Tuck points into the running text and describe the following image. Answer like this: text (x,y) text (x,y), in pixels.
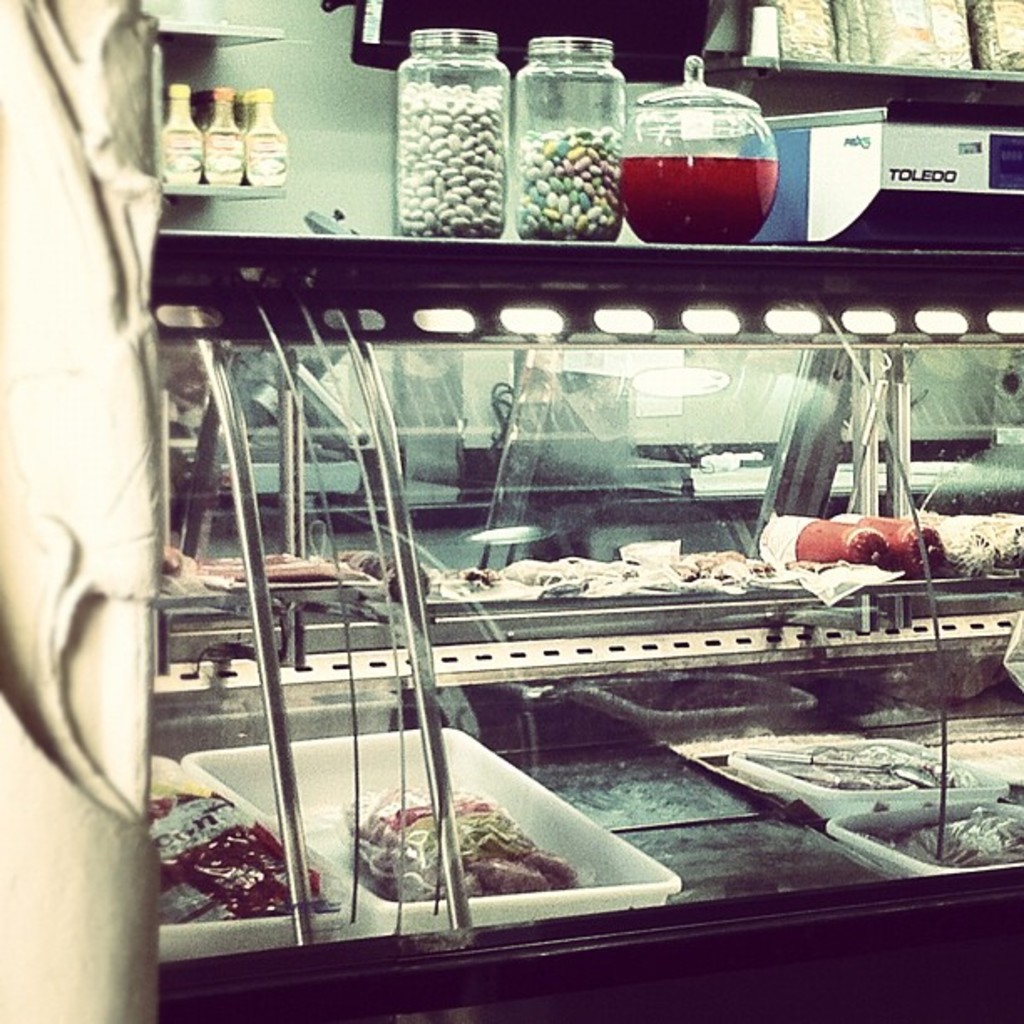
In this image we can see food items (390,884) placed in shelves (615,829). At the top of the image (438,225) we can see jars (404,152) and beverage jar (676,178) placed on the table (994,303). In the background (248,228) we can see bottles (231,128), packets (1018,39), television (464,1) and wall (297,169).
